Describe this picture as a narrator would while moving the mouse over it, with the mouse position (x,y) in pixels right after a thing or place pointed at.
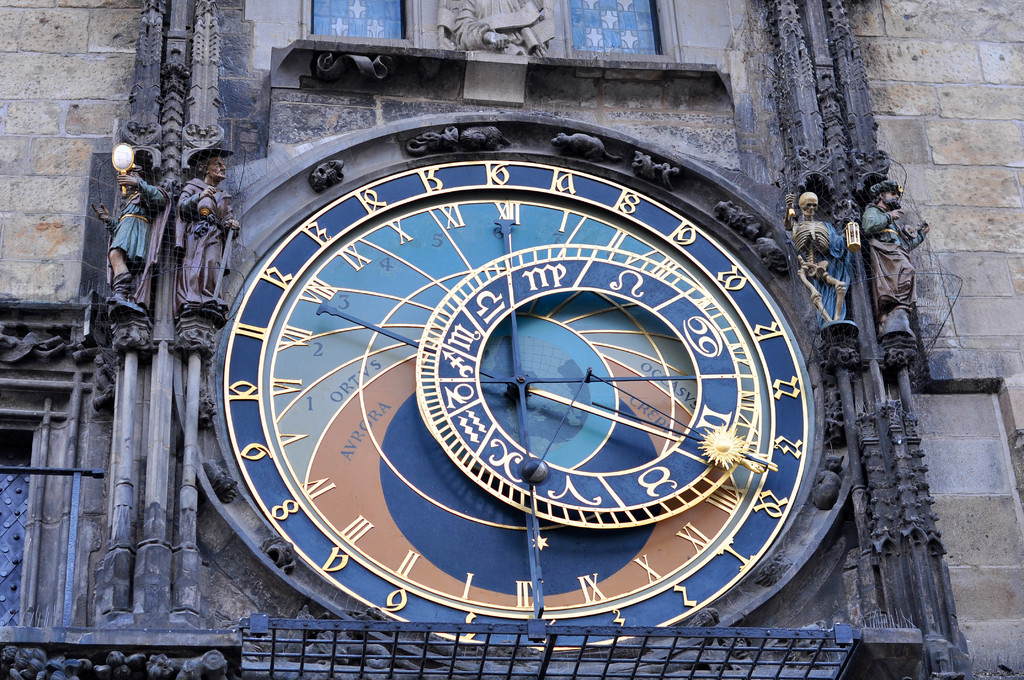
In the middle of the image (444,234), there is a clock (282,500) on the wall (805,565) of the building (985,94). On both sides of this building (662,171), there are statues (203,200) on the wall (754,250). Above this clock (585,221), there is a statue (532,19) on the wall (431,10).
